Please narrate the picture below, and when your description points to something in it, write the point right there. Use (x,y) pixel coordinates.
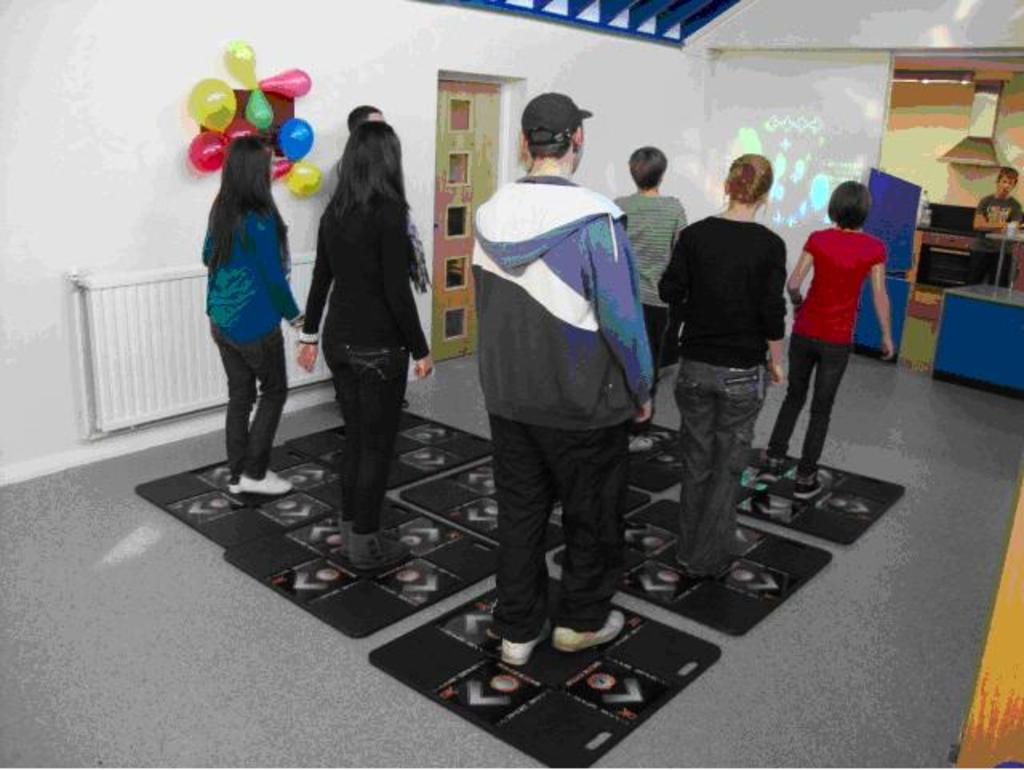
In the picture we can see group of people (729,332) standing on floor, in the background of the picture (928,242) there is a person (1016,202) standing near the chimney (960,148), stove (958,232), on left side of the picture (294,171) there are some balloons (274,167) attached to the wall (444,45) and we can see a door (446,241).
